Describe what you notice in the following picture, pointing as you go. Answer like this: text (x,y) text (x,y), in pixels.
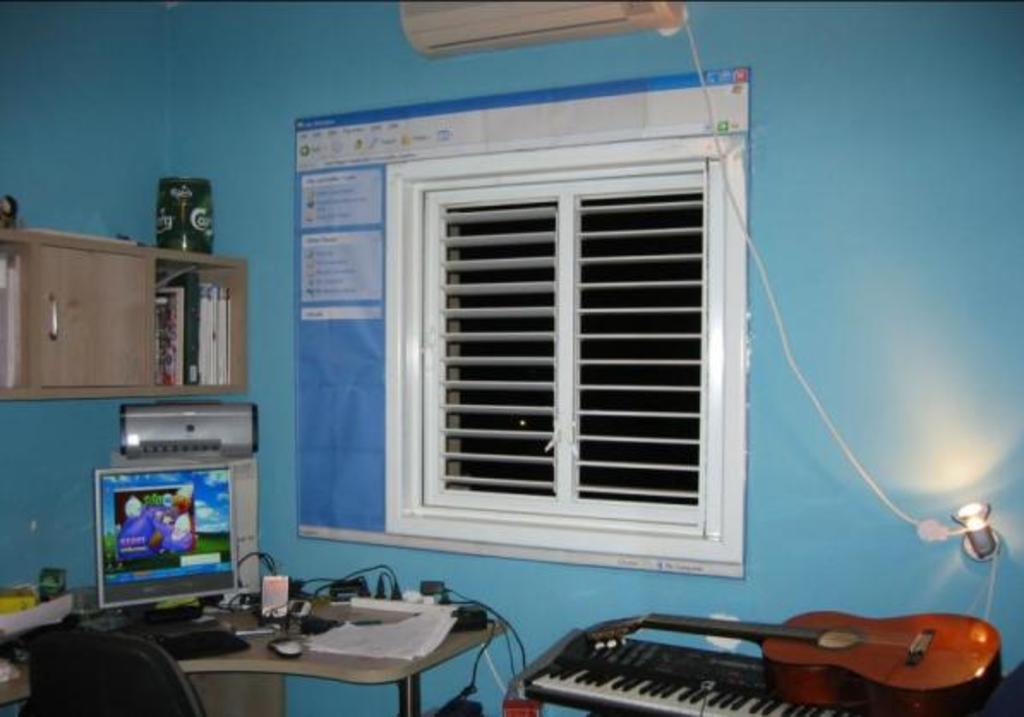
There is a computer (233,560) on table (211,615) with piano (589,676) and guitar (931,689) on other side and window (687,521) on wall (51,511) with bookshelf (100,347) on top.
